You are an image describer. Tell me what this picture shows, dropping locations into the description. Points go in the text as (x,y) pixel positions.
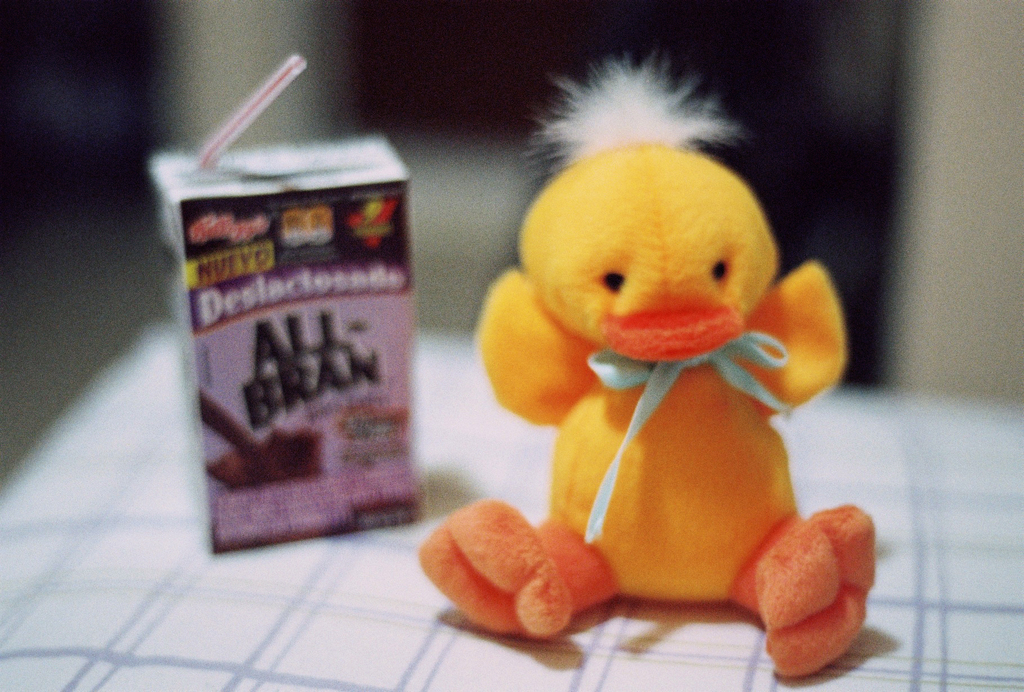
In this image, we can see a toy (598,392) and a carton (220,295) on the table (410,562) and in the background (1003,274), there is a wall (921,205).
